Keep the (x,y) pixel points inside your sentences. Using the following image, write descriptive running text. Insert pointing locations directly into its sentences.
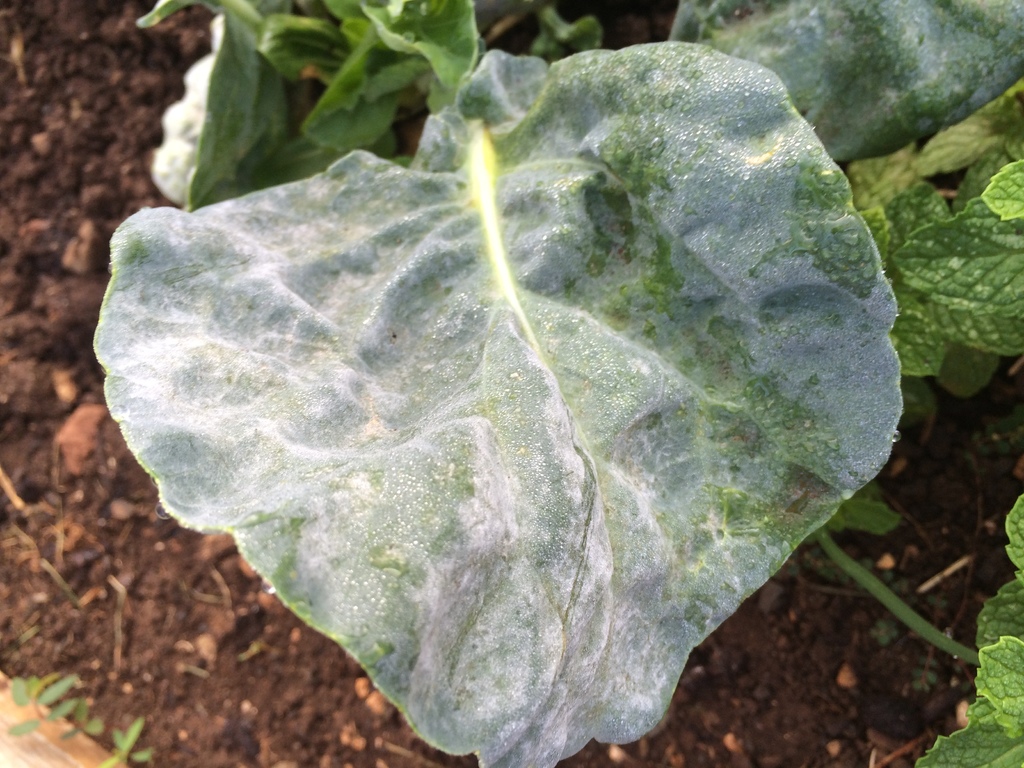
In this image there are leaves (630,350) and stems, behind the leaves (276,352) there is mud (54,196).
